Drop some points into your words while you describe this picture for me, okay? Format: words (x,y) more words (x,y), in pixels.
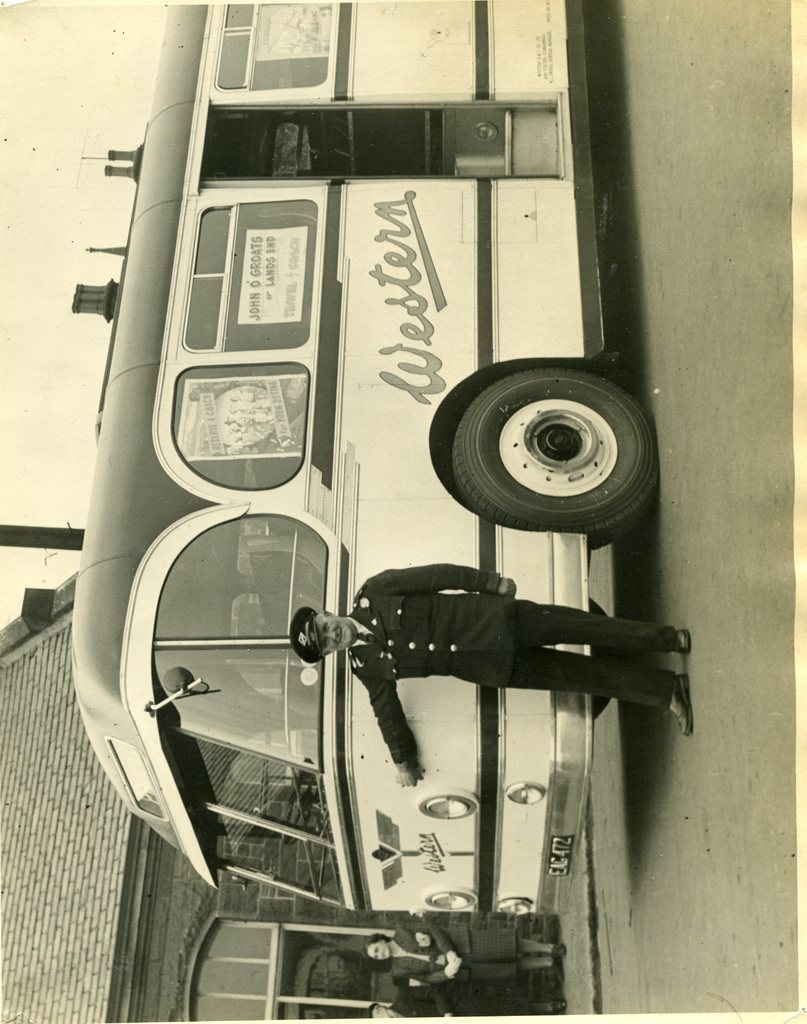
In this image there is a person (446,639) standing near the bus (529,344) which is on the road (682,83), and at the background (370,936) there are two persons (402,958) standing, building (33,635), sky (48,383).
